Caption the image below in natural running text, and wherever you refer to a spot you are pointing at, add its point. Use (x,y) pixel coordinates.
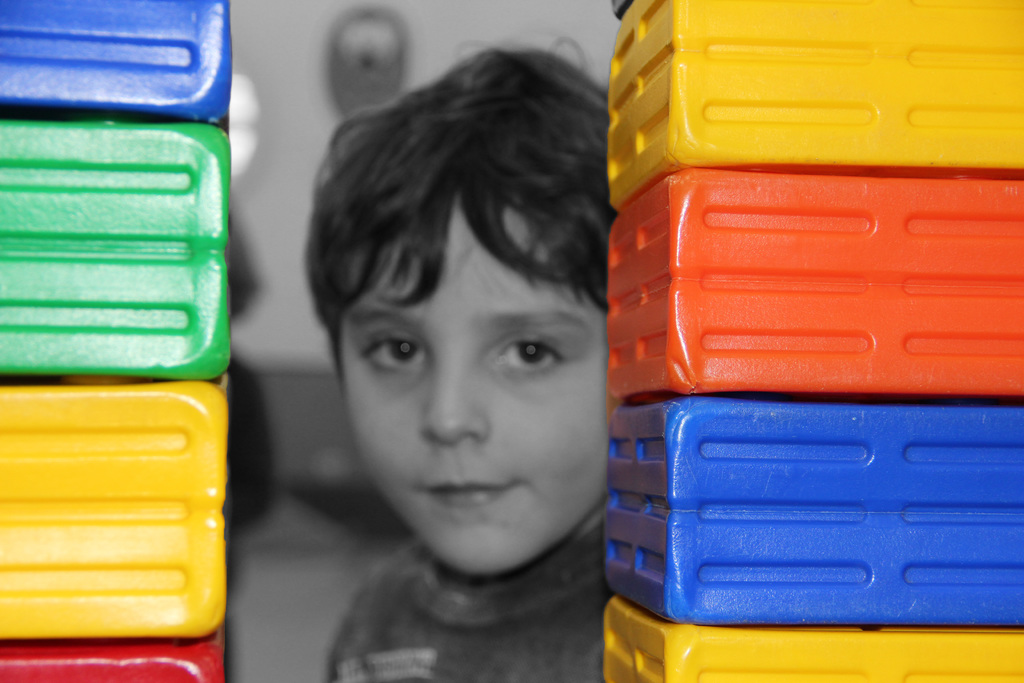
In this image we can see a boy (509,363). On both sides we can see objects (762,340) with different colors. Behind the boy (432,323) the image is blurred.
